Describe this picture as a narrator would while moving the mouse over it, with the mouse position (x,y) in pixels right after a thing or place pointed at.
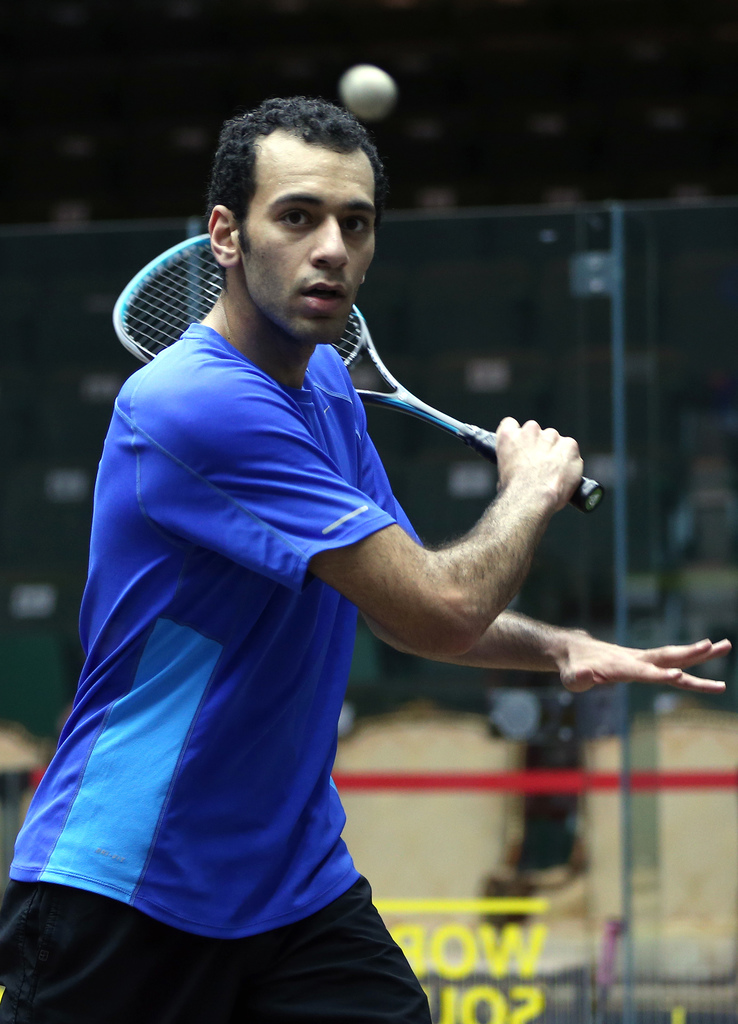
This picture shows a man (404,561) standing and holding a squash racket (594,501) in his hand (545,491).
